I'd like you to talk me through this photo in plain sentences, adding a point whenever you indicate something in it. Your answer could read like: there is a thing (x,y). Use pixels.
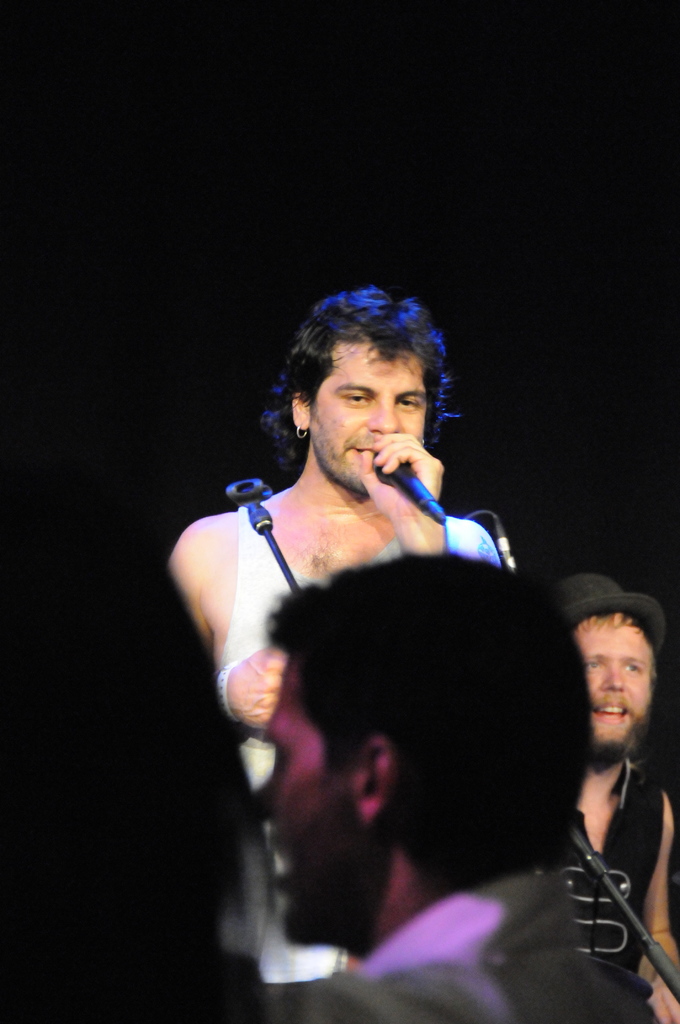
In this image we have a man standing and singing a song in the microphone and in the back ground (663,907) we have a person (566,877) smiling and some group of people (370,947).
